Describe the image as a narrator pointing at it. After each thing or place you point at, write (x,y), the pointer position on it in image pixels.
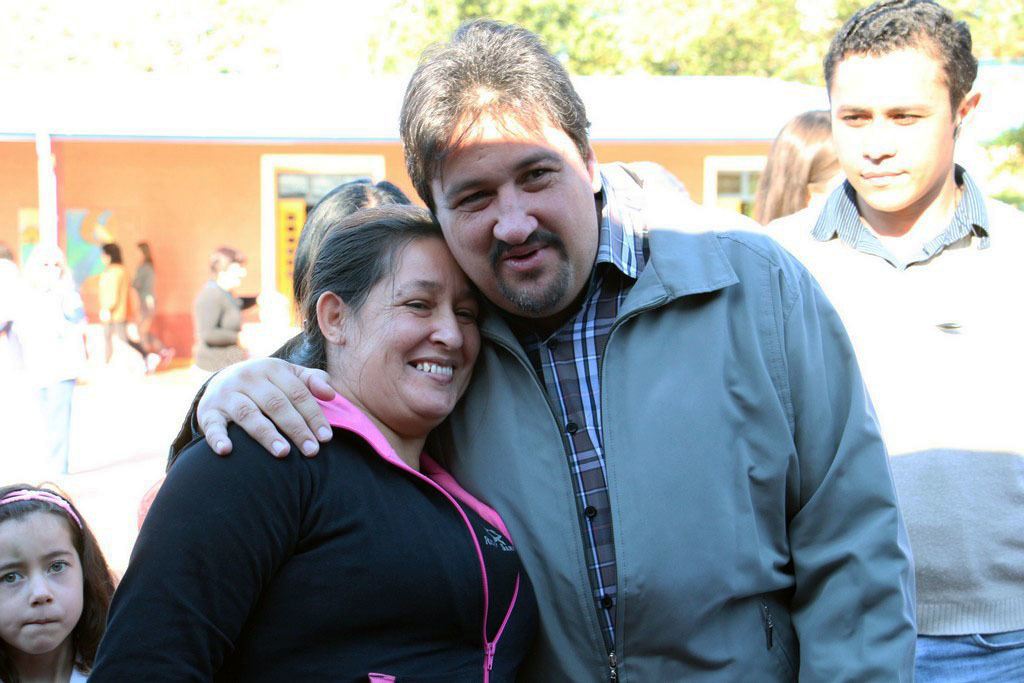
In this picture we can see some people (745,410) standing in the front, two persons (488,533) in the front (546,516) are smiling, in the background (749,114) there is a house (707,100), we can see trees (800,65) at the right top of the picture (753,26).
